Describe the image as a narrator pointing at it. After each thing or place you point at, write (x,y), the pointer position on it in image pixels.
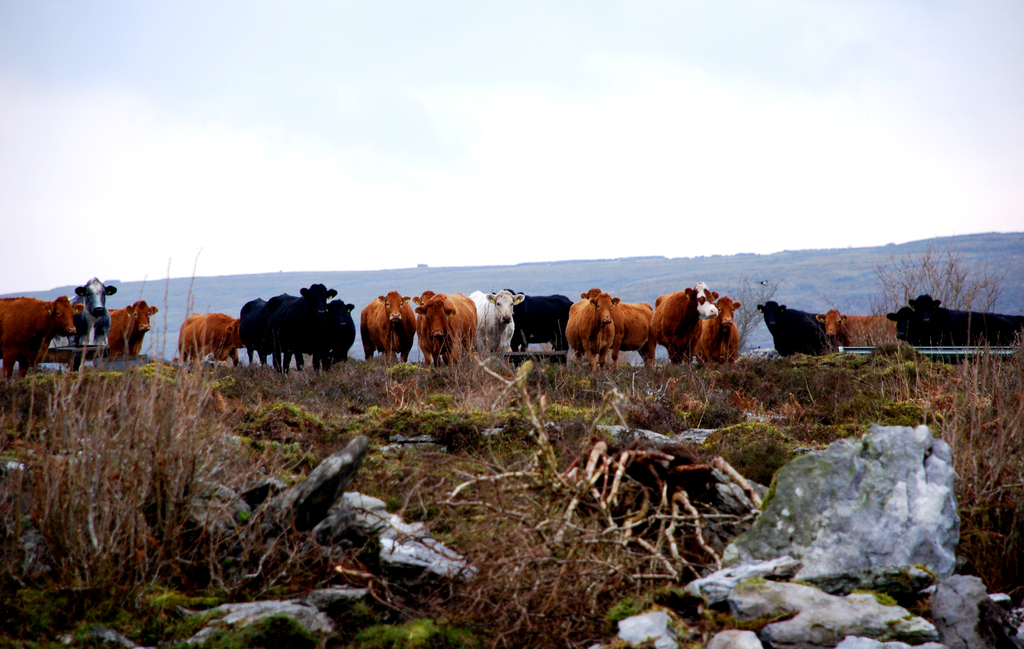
In this picture we can see there are branches (517,532), rocks (781,553) and a herd of animals (531,329). Behind the animals (465,332) there is a hill (523,267) and the sky (400,156).
